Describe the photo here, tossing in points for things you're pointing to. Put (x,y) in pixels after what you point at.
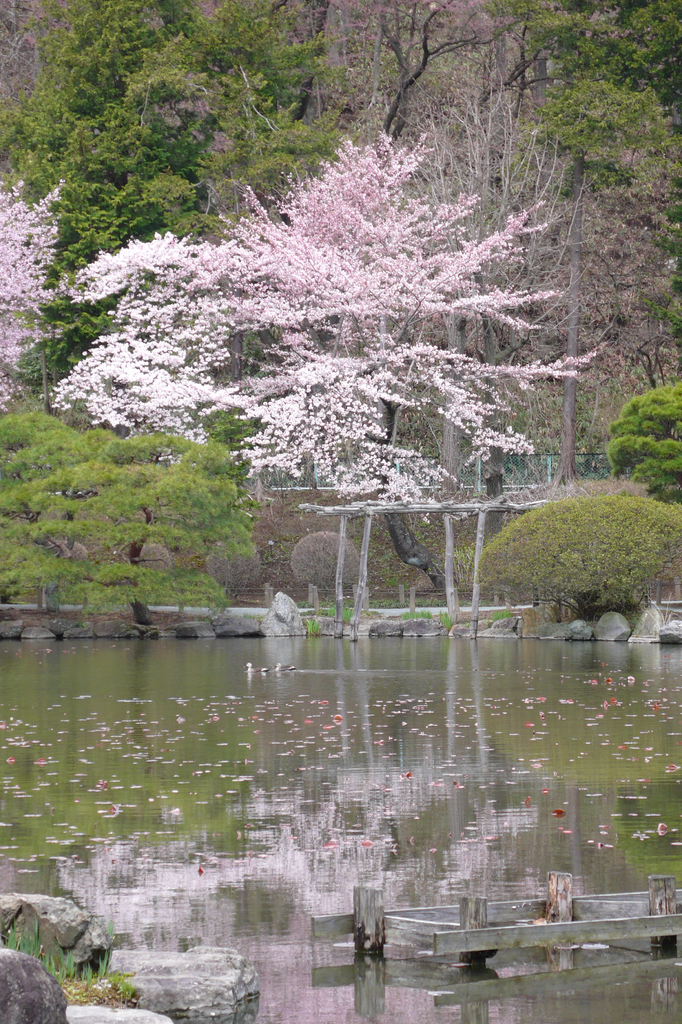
In this image I can see the water (271,761). To the side of the water (293,764) there are many rocks (195,1000), wooden object (496,936) and many trees (174,322). I can see these trees (67,232) are in green, white and light pink color.
